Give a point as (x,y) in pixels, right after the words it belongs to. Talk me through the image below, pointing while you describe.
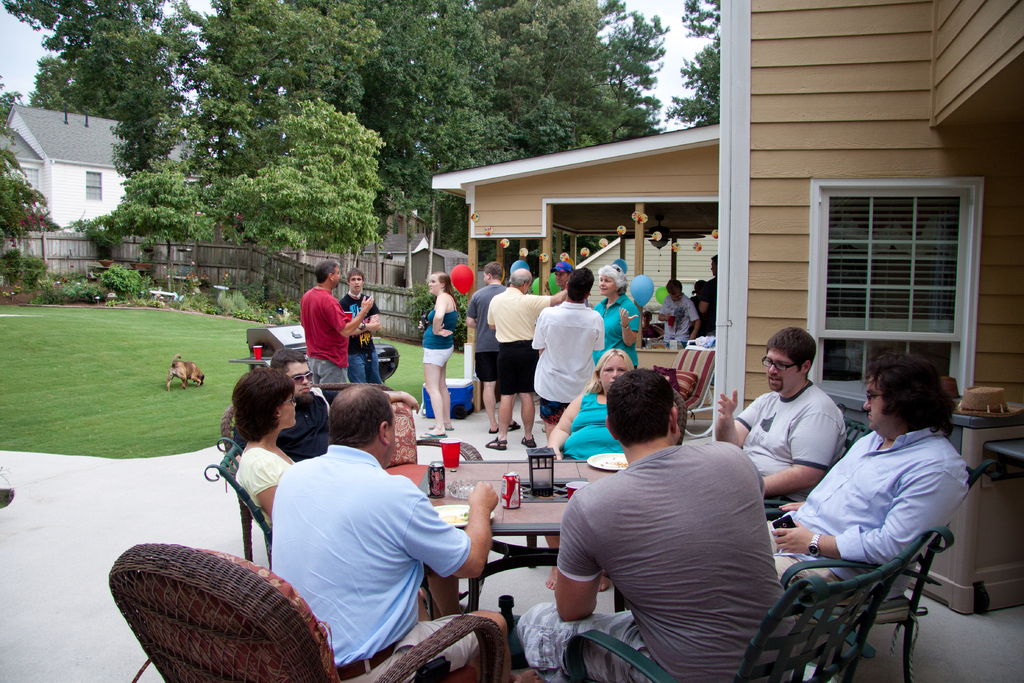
There are some people (363,528) sitting in the chairs (415,471) around a table (500,508) on which a tins (510,497), plates (594,456) are placed. There were men (347,496) and women (278,448) in this group (502,379). Some of them was standing in the background (573,335). There is a garden (121,405) in which a dog (183,379) is there. There are some trees (225,183), houses (52,166) and a sky (669,46) in the background (37,57).
